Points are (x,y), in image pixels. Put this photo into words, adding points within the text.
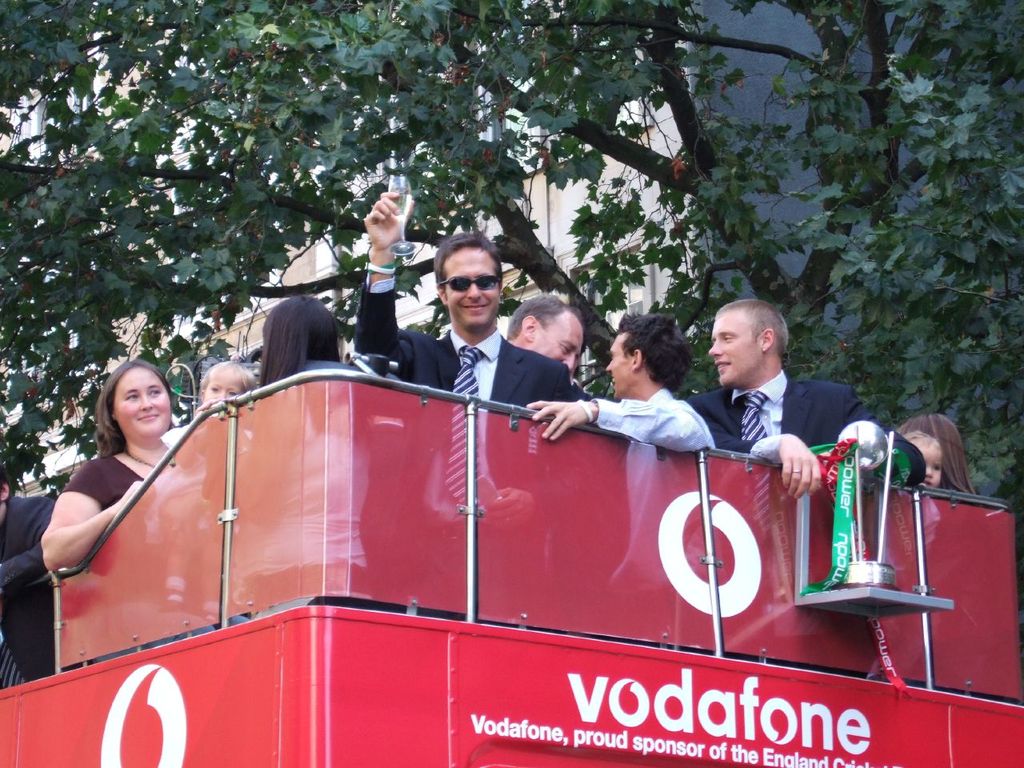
In the foreground of this image (390,678), it seems like a vehicle (404,599) with red glass railing (525,500) and persons (595,401) standing on it. Among them, a man (474,360) is holding a glass (411,246) up in the air and a man (805,388) is holding a cup (866,439). In the background (731,199), there is a tree (747,142) and the building (751,91).
